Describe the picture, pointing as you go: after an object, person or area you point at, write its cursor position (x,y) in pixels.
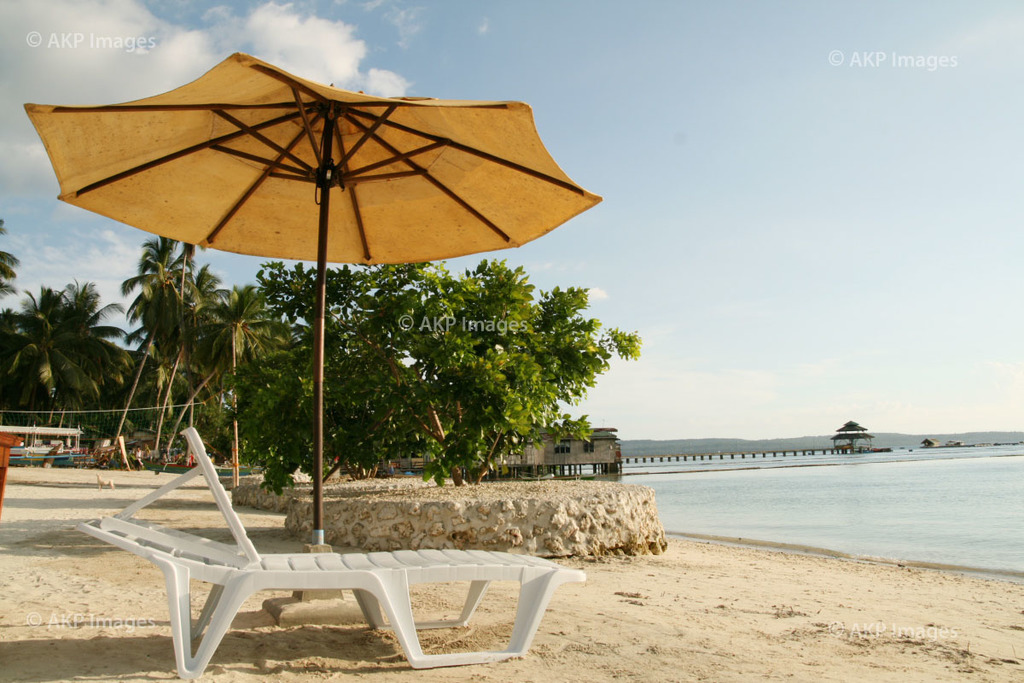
There is an umbrella (230,209) and a bench (525,572) in the foreground area of the image (322,411), there are trees (463,373), dock (721,457), it seems like mountains (803,443) and the sky (695,427) in the background (868,418).
